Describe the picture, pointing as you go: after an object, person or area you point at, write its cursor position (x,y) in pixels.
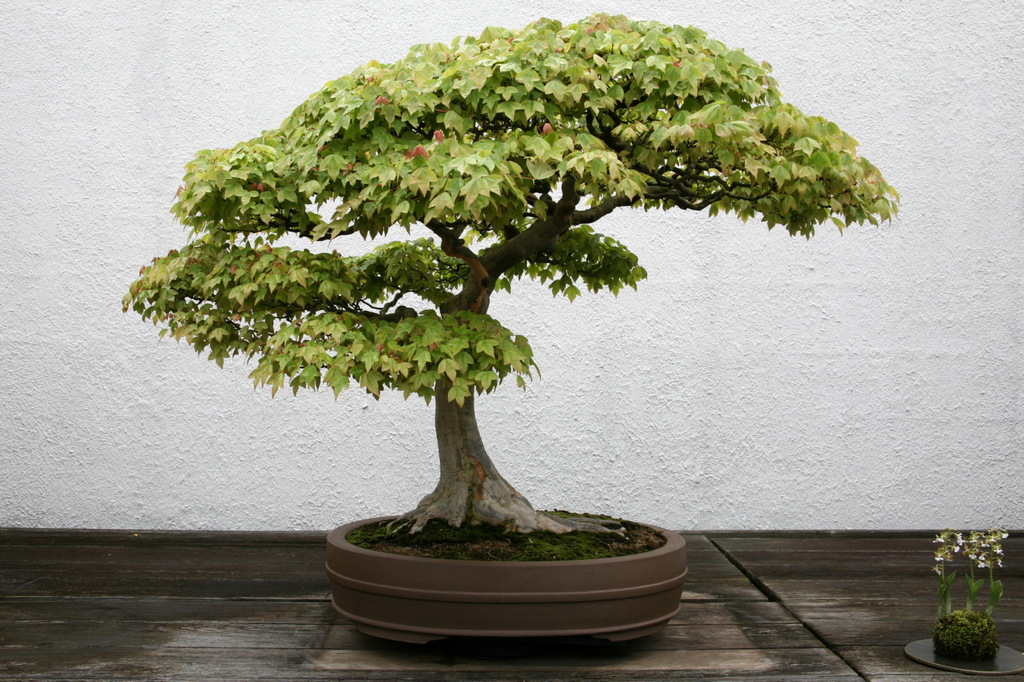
In this image we can see two plants (525,558) on the wooden surface (758,544), also we can see the wall (858,340).
